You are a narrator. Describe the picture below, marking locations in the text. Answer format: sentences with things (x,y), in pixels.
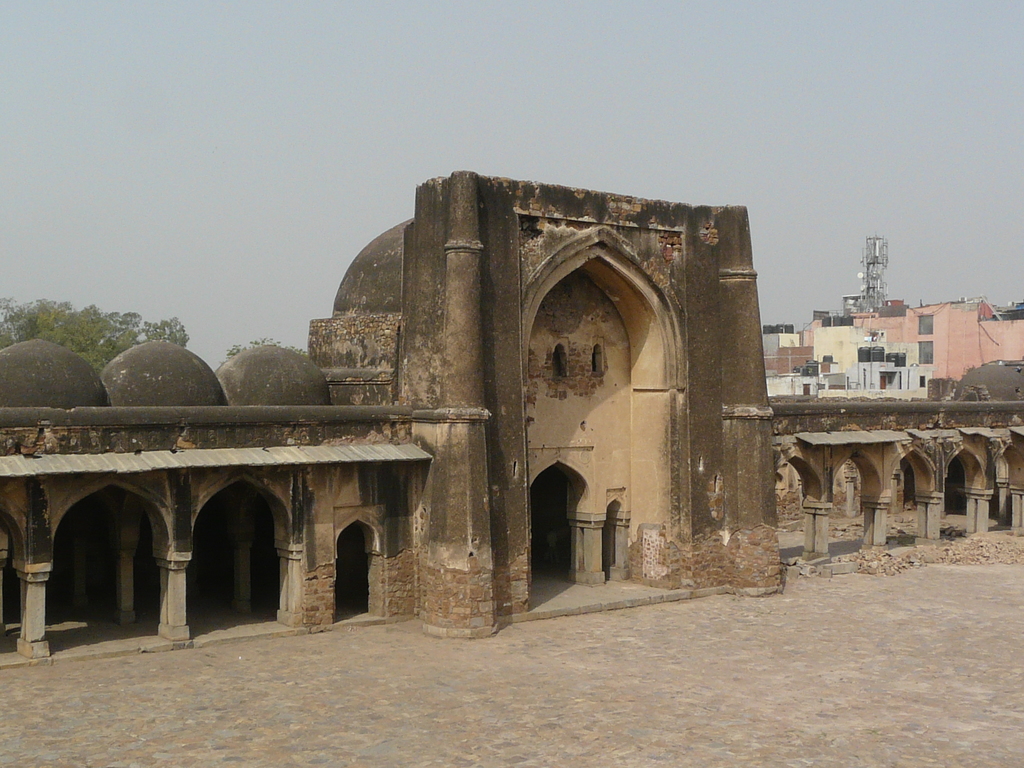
We can see fort (803,434). In the background (837,366) we can see buildings (998,328), tower (876,271), tree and sky (327,169).
